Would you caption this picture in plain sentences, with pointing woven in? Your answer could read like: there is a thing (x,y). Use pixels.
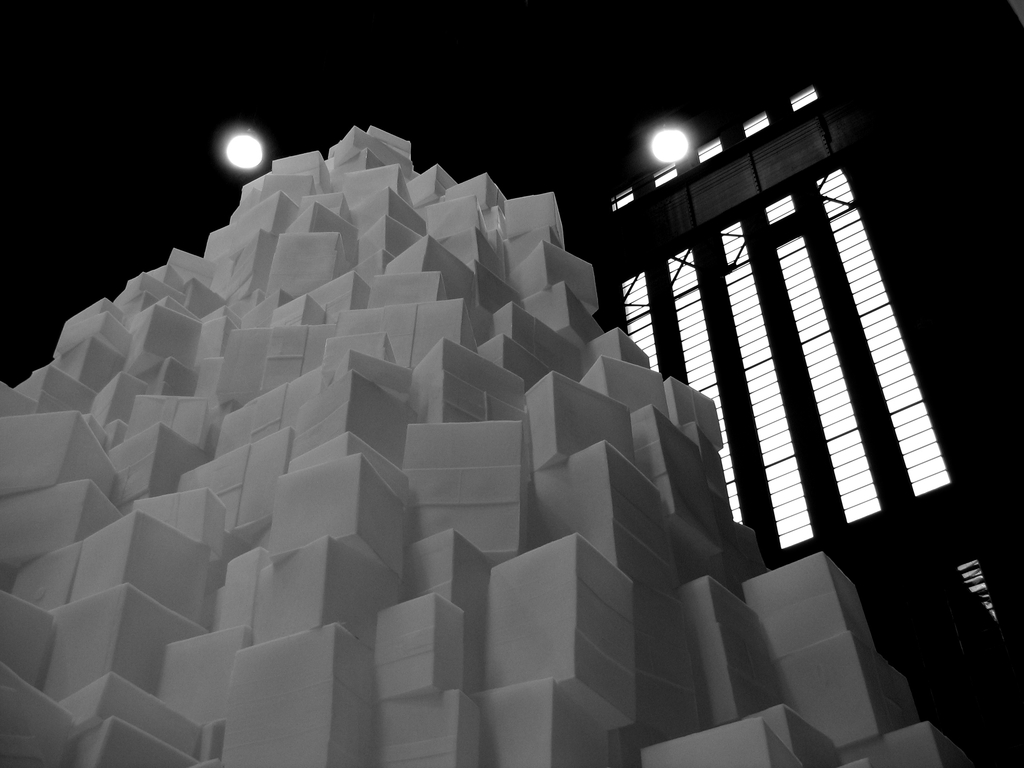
In this picture we can see few blocks (588,279), lights (242,167) and metal rods (701,314), it is a black and white photography.
